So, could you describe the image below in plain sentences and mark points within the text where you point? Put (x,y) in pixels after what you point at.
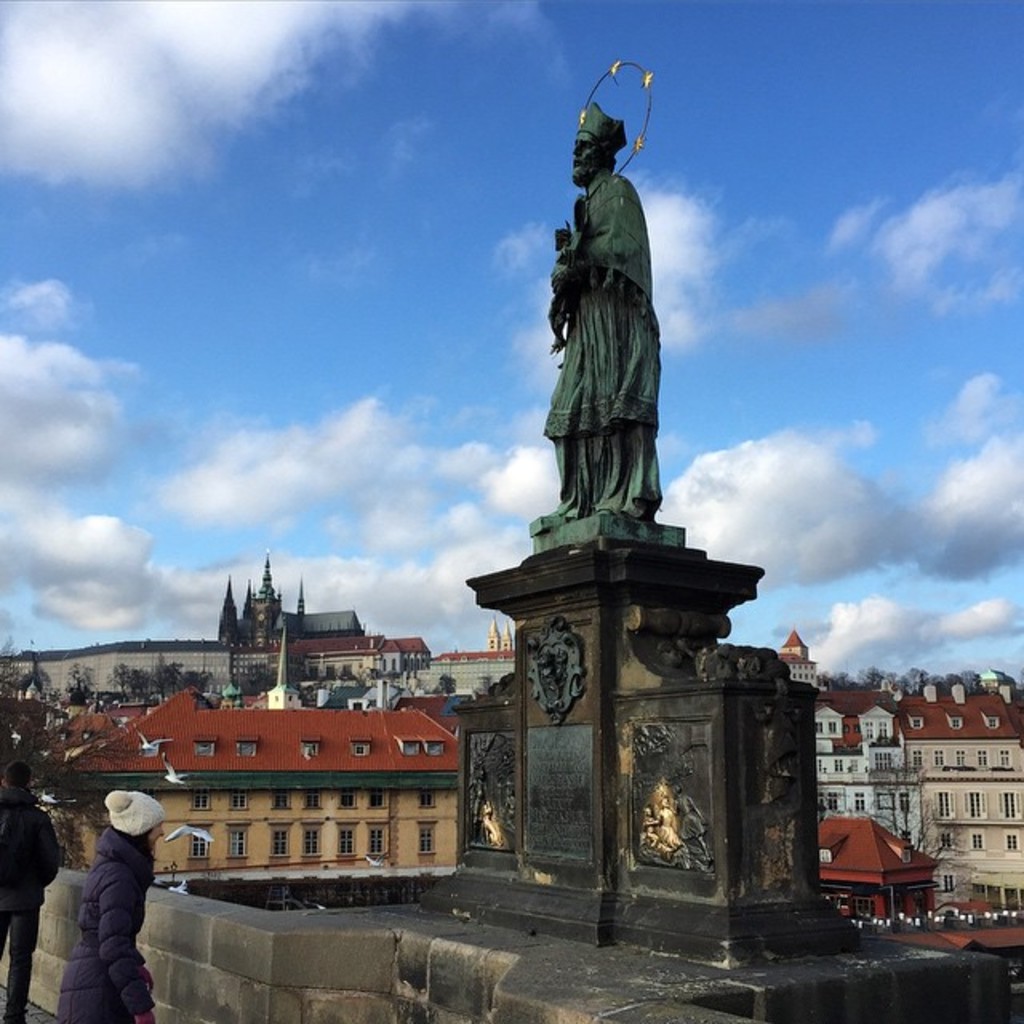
In this image there are buildings (436,748), statue (606,350), memorial stone (566,764), cloudy sky (405,576), people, trees (23,675), birds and objects (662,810).
